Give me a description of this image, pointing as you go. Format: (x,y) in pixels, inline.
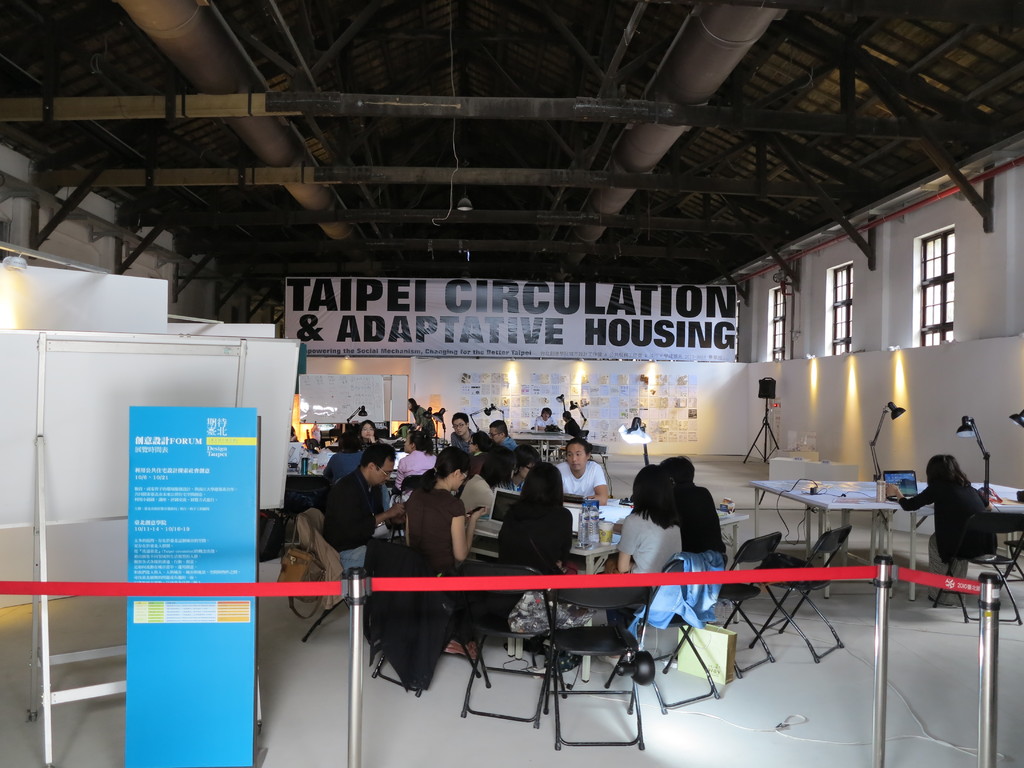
In this image I can see the group of people (370,502) sitting and I can see few laptops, glasses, bottles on the tables (822,484) and I can also see few lamps (991,458). In front (236,663) I can see few poles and boards (197,422). In the background (494,349) I can see the board (596,324) and few windows (944,299).
